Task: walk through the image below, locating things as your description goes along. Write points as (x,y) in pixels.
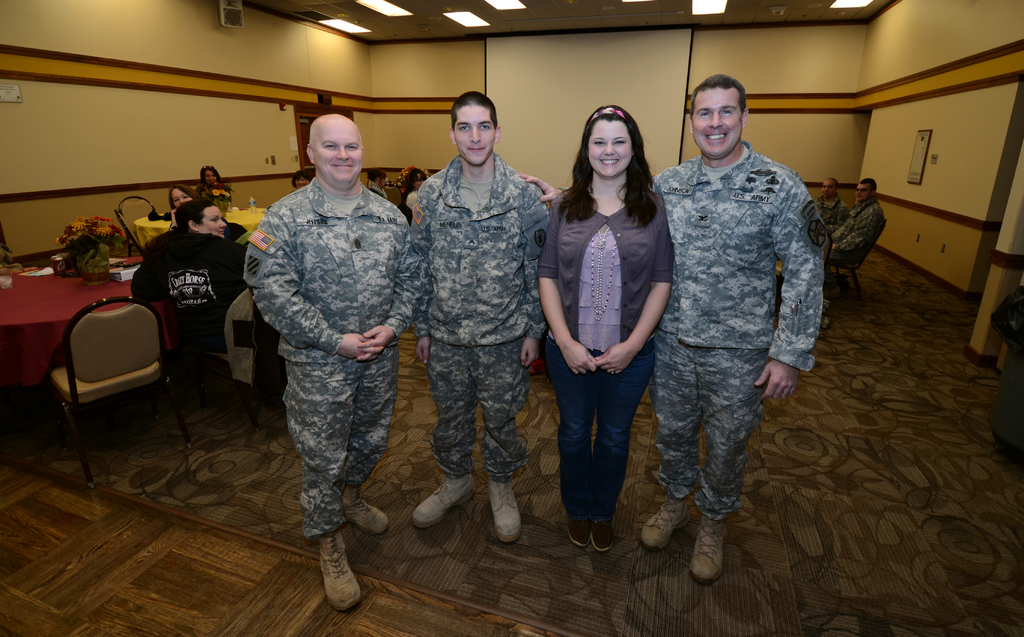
In the center of the image (616,353) we can see a lady (615,335) standing and smiling and there are men (742,221) wearing uniforms (369,312). In the background (0,318) there are tables (7,337) and we can see people (181,289) sitting. There are chairs (156,368) and we can see decors (86,251) and some objects (128,276) placed on the tables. In the background (143,123) there is a wall (336,57). At the top (375,4) there are lights (338,28).
